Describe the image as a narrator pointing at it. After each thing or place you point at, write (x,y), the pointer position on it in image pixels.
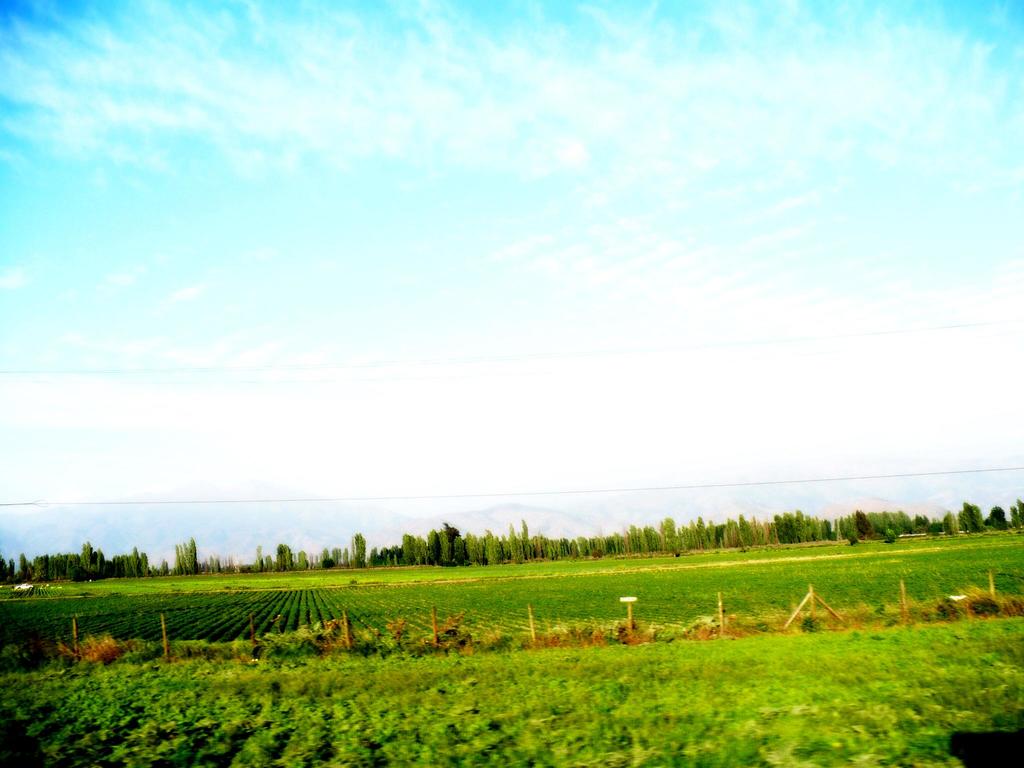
In this image we can see trees (571,557), poles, plants (455,612) and other objects (901,535). At the top of the image (551,157) there is the sky (195,76). At the bottom of the image (690,734) there are plants (718,680).
